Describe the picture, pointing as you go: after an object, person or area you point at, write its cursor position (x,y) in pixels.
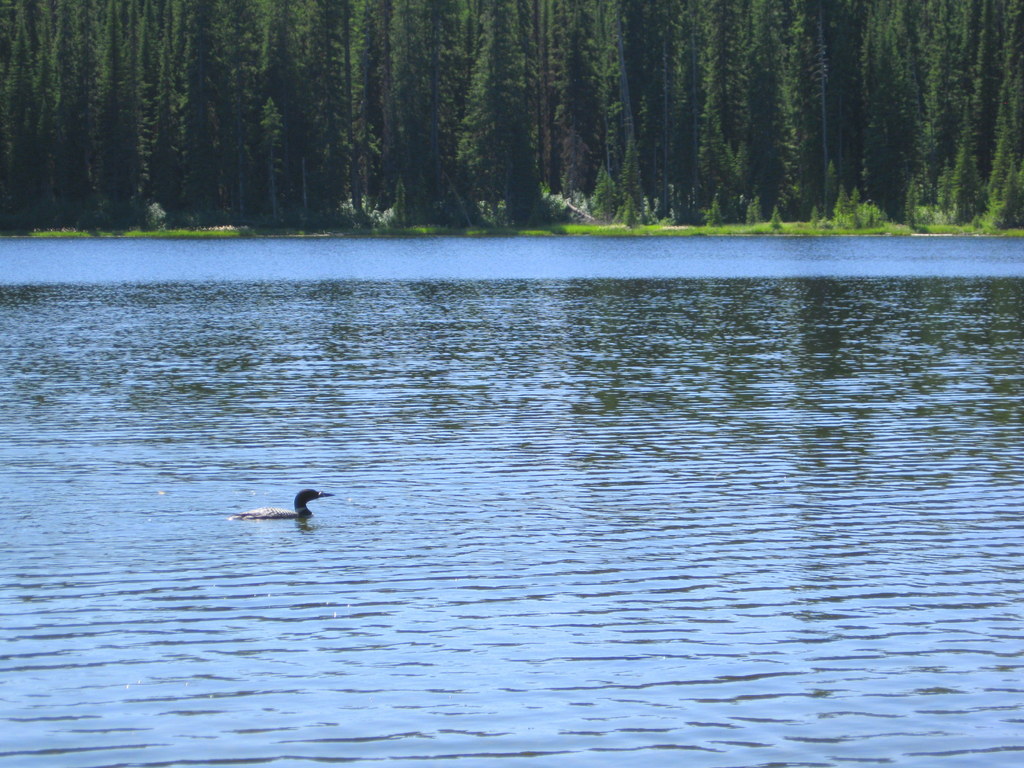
In this picture there is a bird (298,498) on the water (341,460). In the background (812,9) we can see many trees (407,56), plants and grass (735,235).
